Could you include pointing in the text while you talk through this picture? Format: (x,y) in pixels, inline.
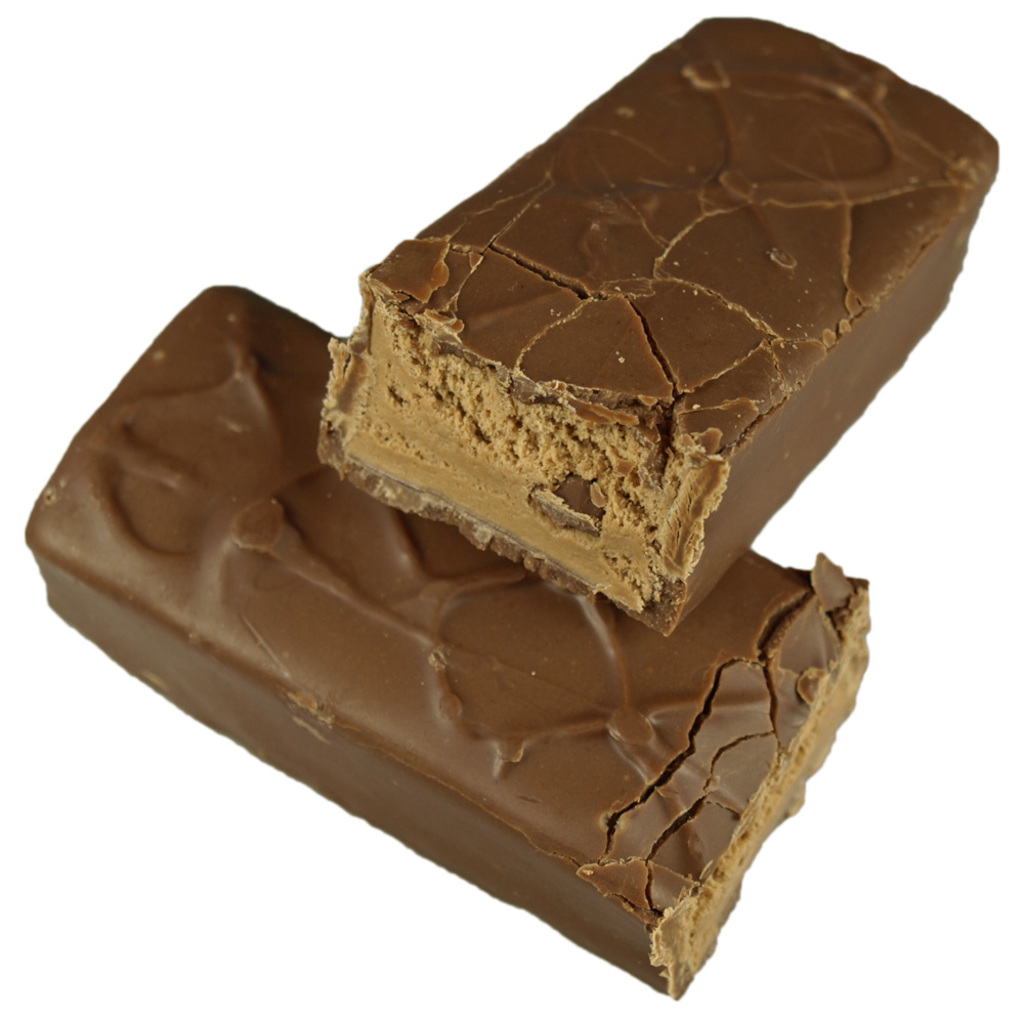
In this picture we can see chocolates (385,481) and in the background (979,399) we can see white color.
